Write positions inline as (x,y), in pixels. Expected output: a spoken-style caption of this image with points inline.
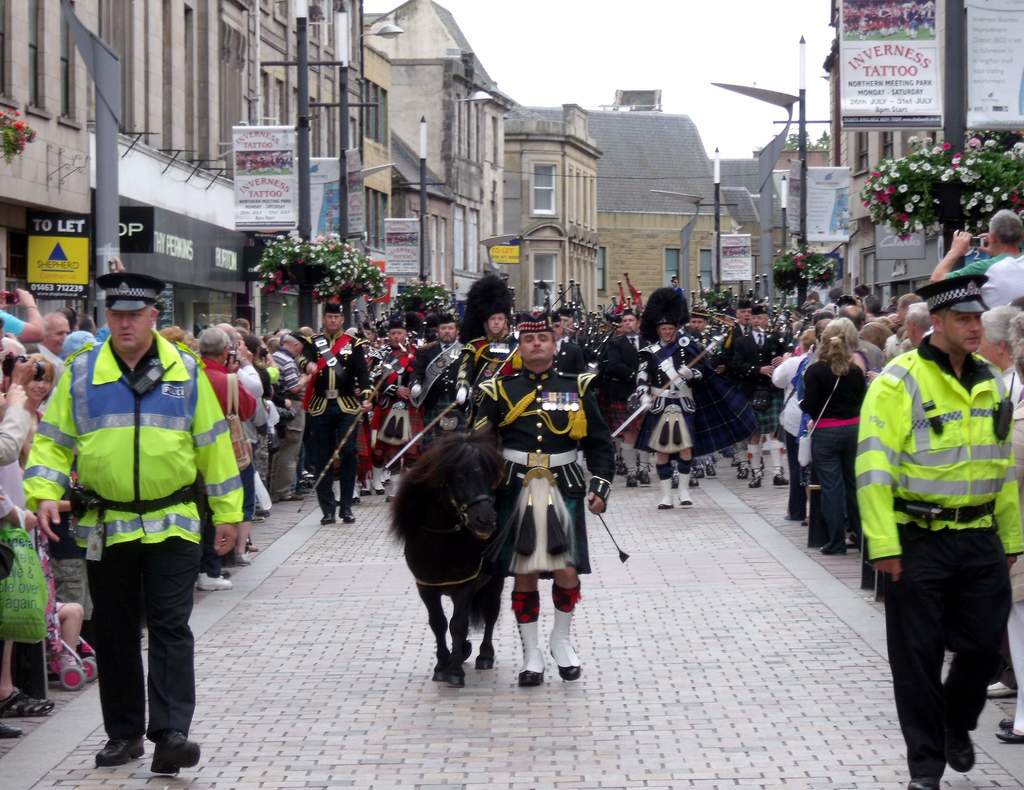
In this image there is a person (545,454) standing along with a pony (458,472), and there are group of people (1001,632) walking, poles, boards (334,212), plants (444,287) with flowers (447,290), there are buildings (167,206), and in the background (602,57) there is sky (816,108).
